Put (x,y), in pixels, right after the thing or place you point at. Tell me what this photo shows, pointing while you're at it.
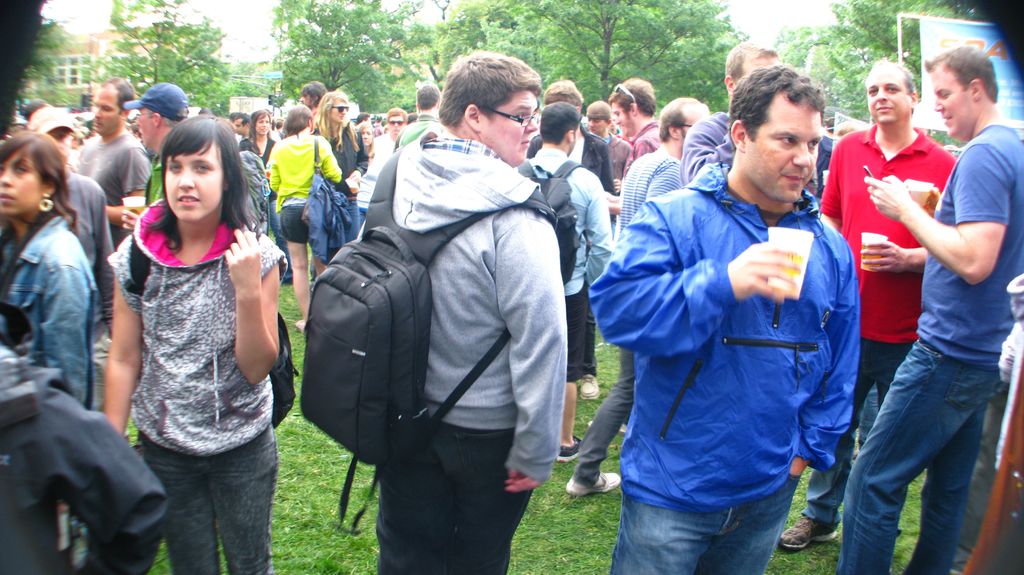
In this image we can see people (433,182) standing on the grass (321,484). In the background of the image (357,97) there are trees (321,8), buildings (78,36) and sky (754,19).
